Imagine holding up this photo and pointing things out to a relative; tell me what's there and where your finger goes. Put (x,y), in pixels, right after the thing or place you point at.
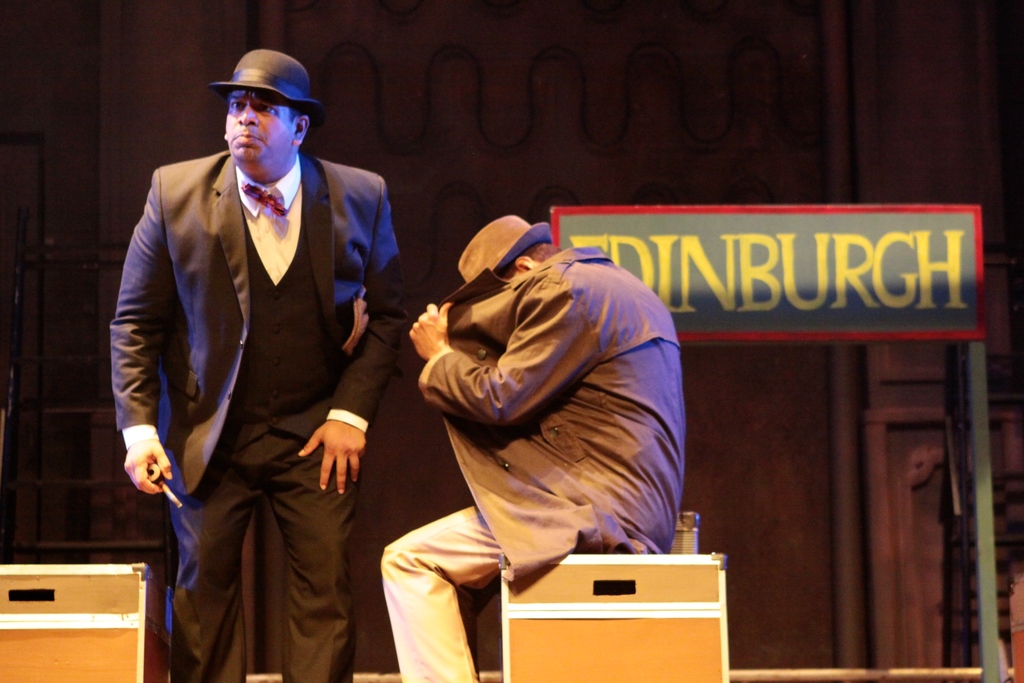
In this picture we can see a man (214,425) in the black blazer (215,347) is standing and the other man (507,390) is sitting on a wooden box (537,623). Behind the people (475,476) there is a board (700,215) and a wall (163,125).
